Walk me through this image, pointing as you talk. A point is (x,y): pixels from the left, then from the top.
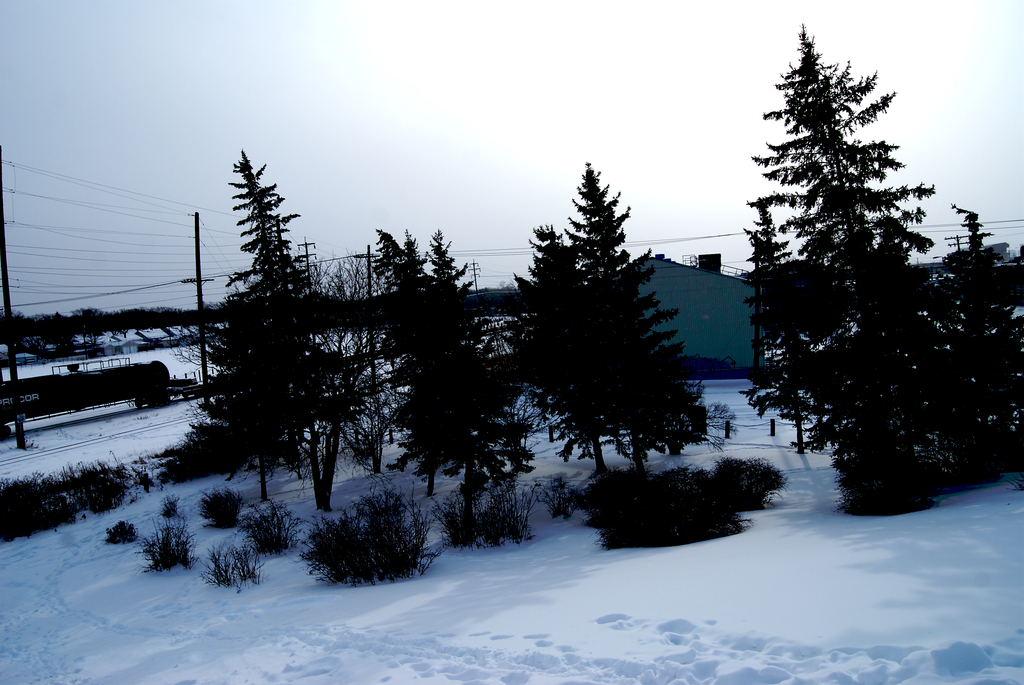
In this image we can see trees (412,374), plants (404,562) and snow (444,620). In the background (698,278) we can see a house (683,332), poles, wires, trees (374,300), cylindrical object (38,402) on the left side (98,385) and clouds (484,166) in the sky (406,181).
